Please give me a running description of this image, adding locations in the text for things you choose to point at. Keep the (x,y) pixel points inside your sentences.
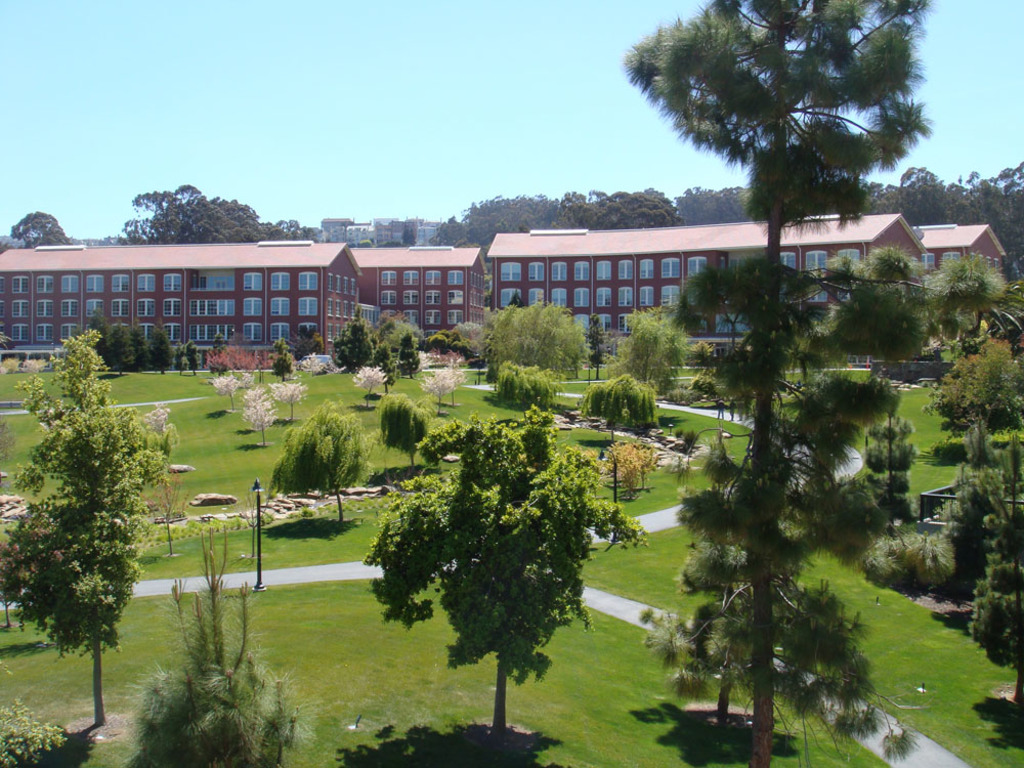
In this image at the bottom (369,539), there are trees (749,477), plants (226,656), stones (188,471), grass (395,646). In the middle (516,276) there are buildings (353,272), trees (618,209), windows (628,288) and sky (523,149).
